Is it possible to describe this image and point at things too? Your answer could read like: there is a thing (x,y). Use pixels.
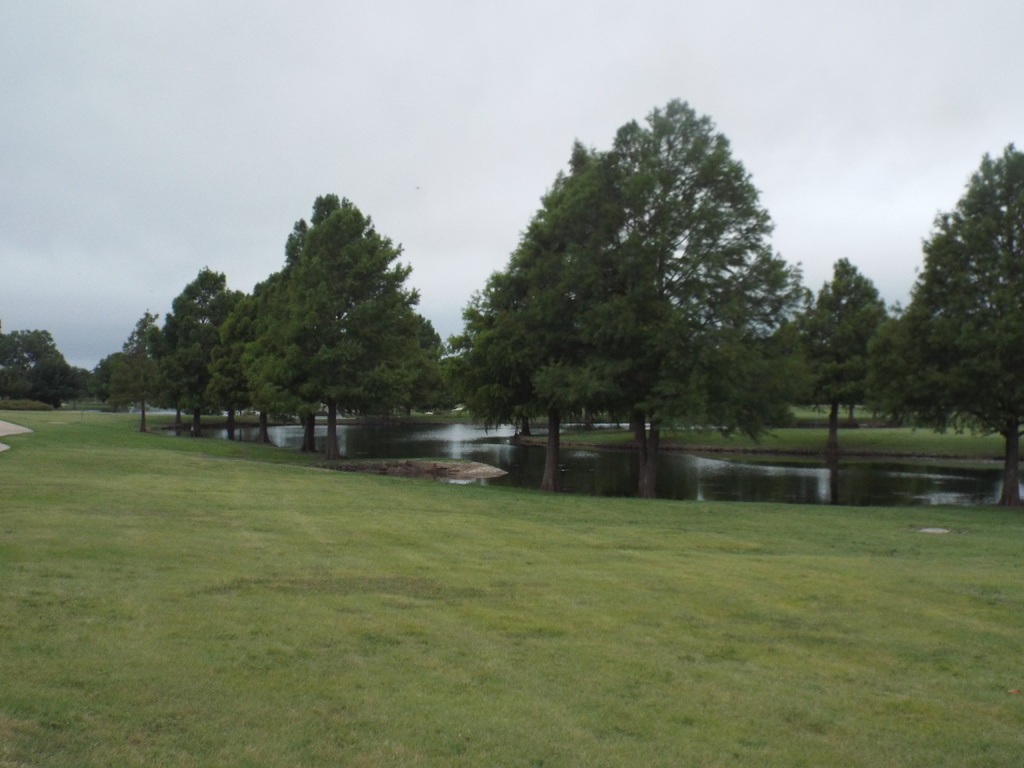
These are the trees (353,357) with branches (442,363) and leaves (850,399). Here is the grass (502,528). This looks like a pond (488,457) with the water (461,430). This is the sky (412,121).
